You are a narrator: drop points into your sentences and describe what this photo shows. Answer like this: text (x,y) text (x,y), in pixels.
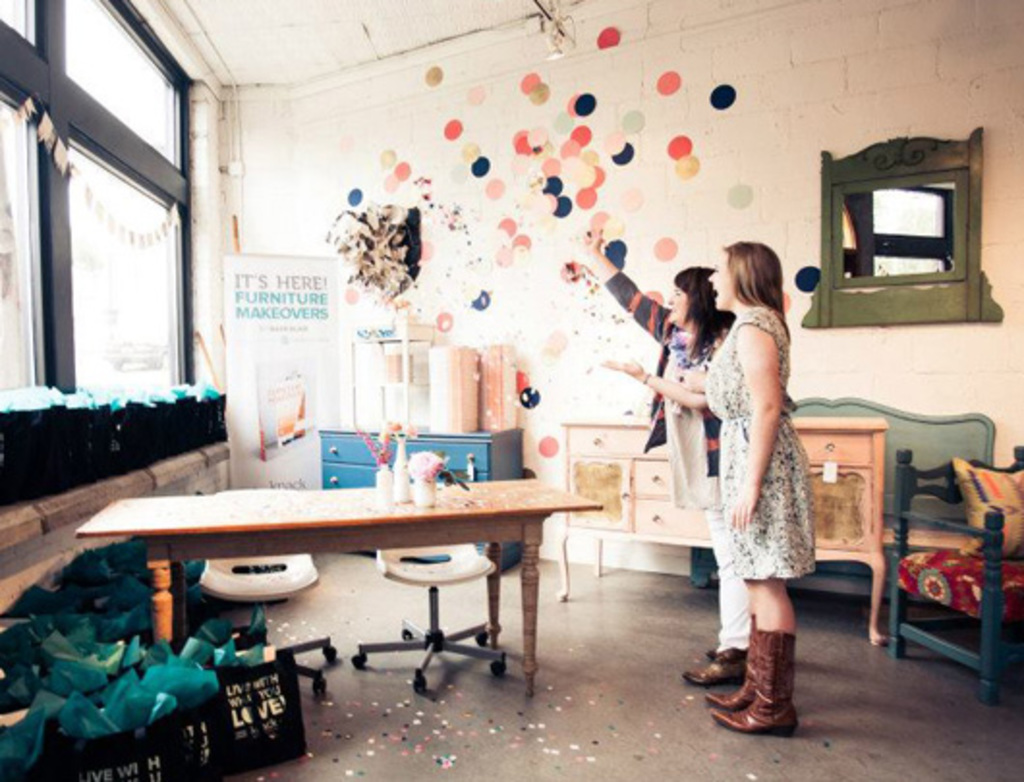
In this image I can see two people (785,537) are standing inside the room (485,325). There are some flower vase (402,496) on the table (275,543). I can also see some colorful wall paintings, window (46,254), banner (239,320), mirror (900,234), chairs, cupboard (830,504) inside the room (651,648).
